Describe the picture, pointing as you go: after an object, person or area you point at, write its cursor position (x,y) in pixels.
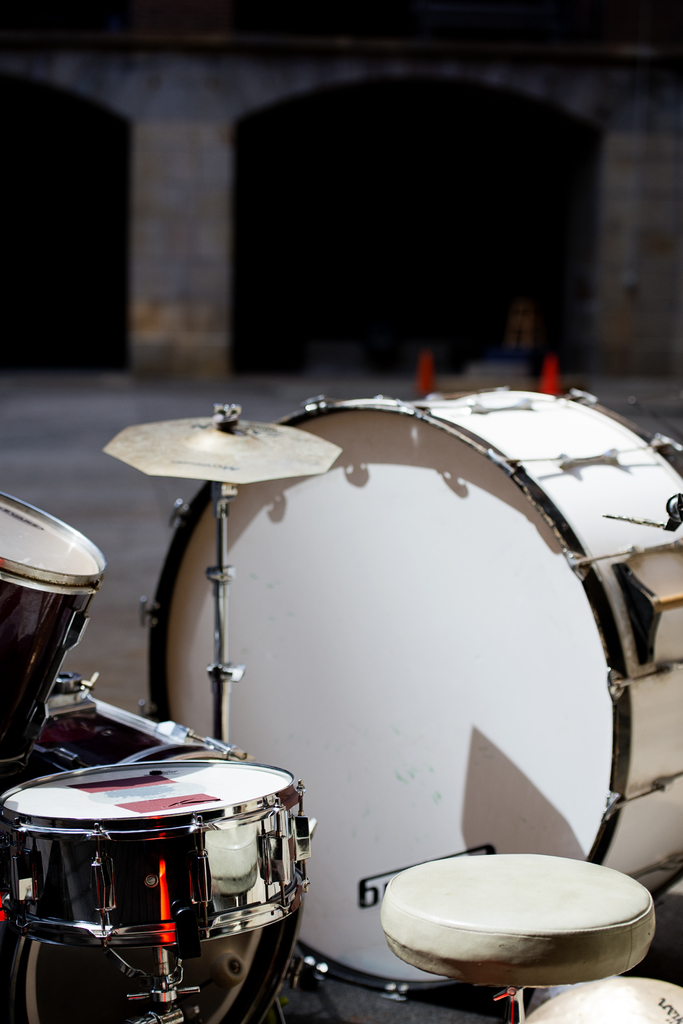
In the foreground of the image (336,655) there are musical instruments (284,584). In the background of the image (216,152) there is a building (170,167). There are safety poles (558,382).
